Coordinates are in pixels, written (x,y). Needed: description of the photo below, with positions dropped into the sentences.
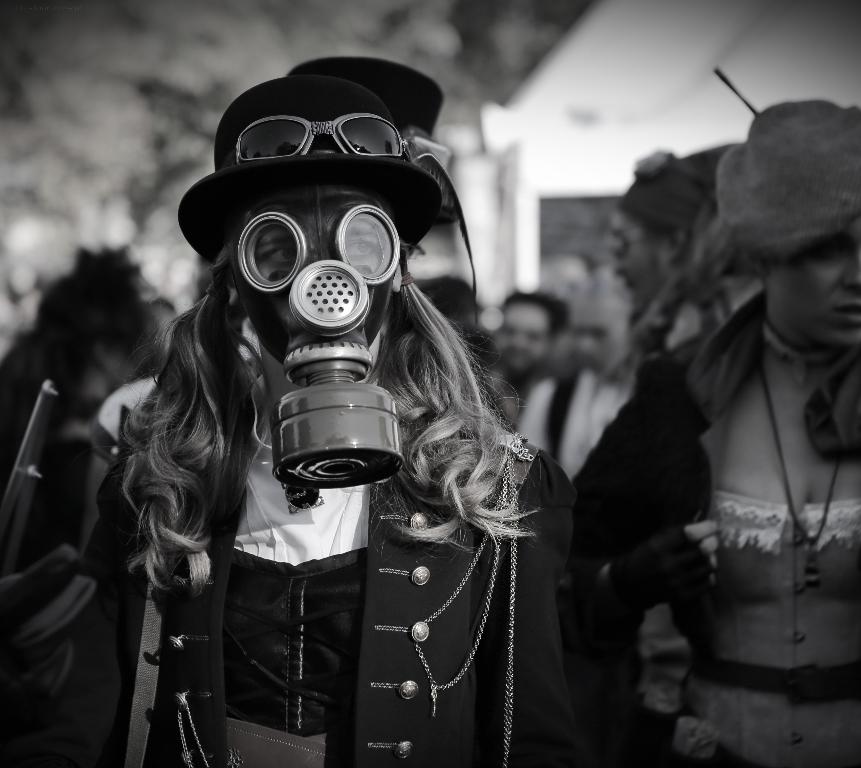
In this picture we can see some people (433,421) standing here, a person (341,600) in the front (336,602) wore a mask (316,323), we can see a blurry background (602,135).
